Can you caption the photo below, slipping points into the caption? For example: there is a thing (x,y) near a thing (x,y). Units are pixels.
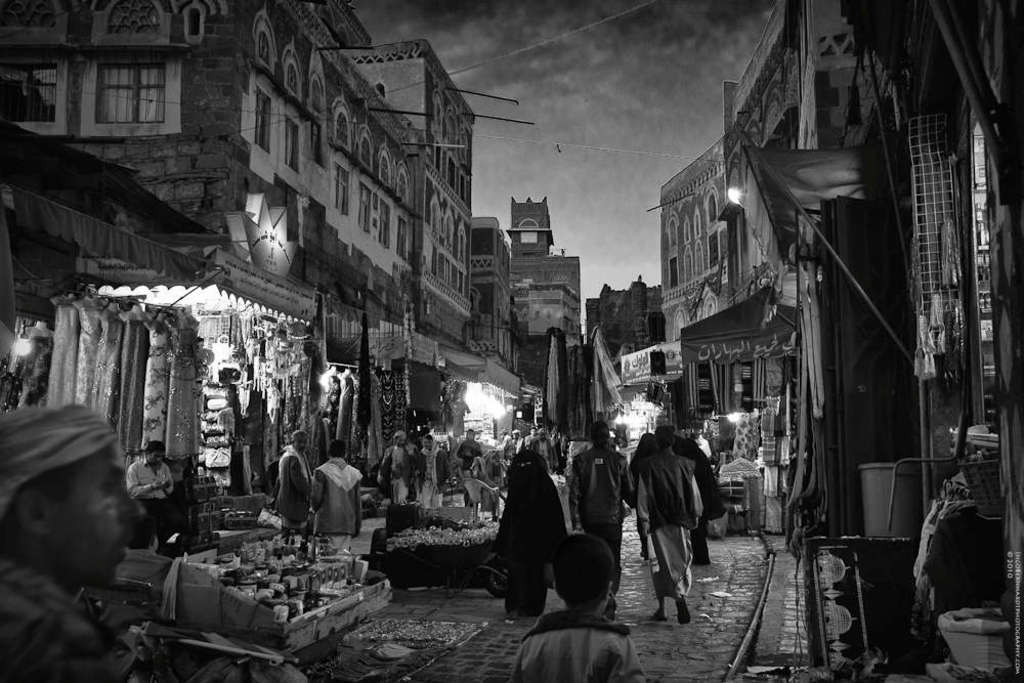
This is a black and white image. I can see groups of people (631,482) walking. I can see few people (324,479) standing. These are the dresses (156,362) hanging to the hangers (92,290). I can see the shops (246,400). This looks like a bucket (881,506). These are the buildings (699,236) with windows (315,139). This looks like a name board (295,289). I think this is the market (408,501). At the very right corner of the image (1015,581), I can see the watermark (1019,611).
